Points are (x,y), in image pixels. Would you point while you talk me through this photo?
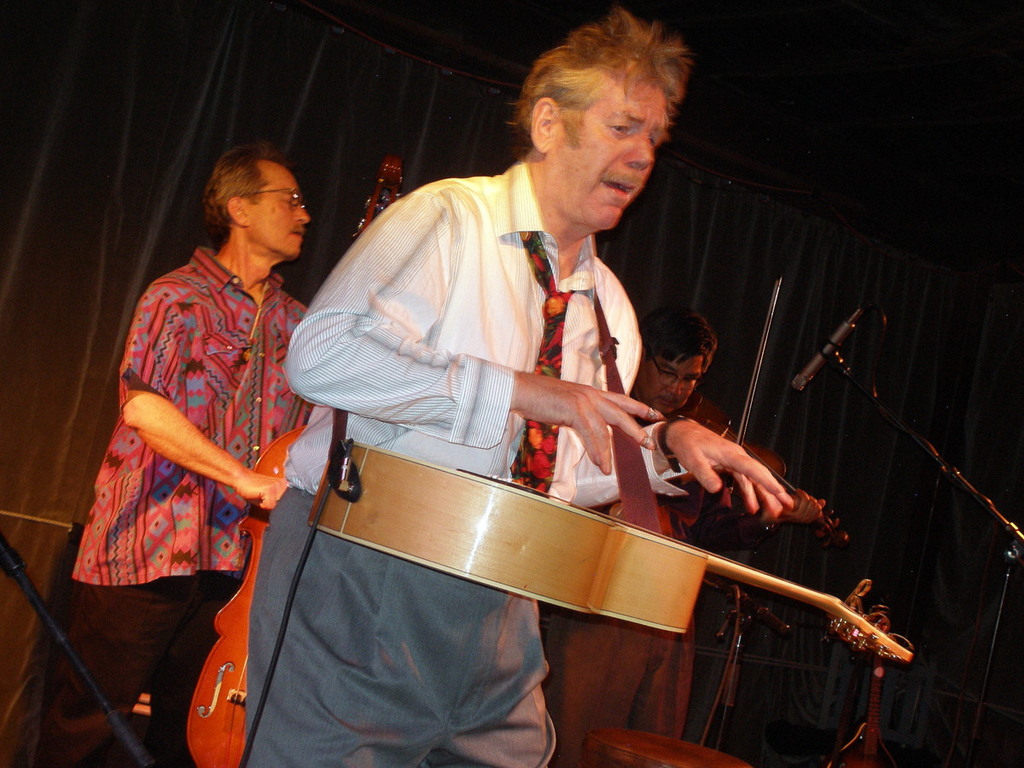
This picture is clicked inside a room (934,276). There are three men (487,321) in the image. The man (622,357) in the center (598,412) is wearing a white shirt (369,405), trousers (338,569) and red tie (557,325). He is wearing a guitar (491,488). The man (191,398) at the left corner (223,431) is playing double bass (241,631). The man (690,506) at the right corner (699,497) is playing violin (729,432). There are microphones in front of him. In the background (891,447) there is curtain (713,235).
